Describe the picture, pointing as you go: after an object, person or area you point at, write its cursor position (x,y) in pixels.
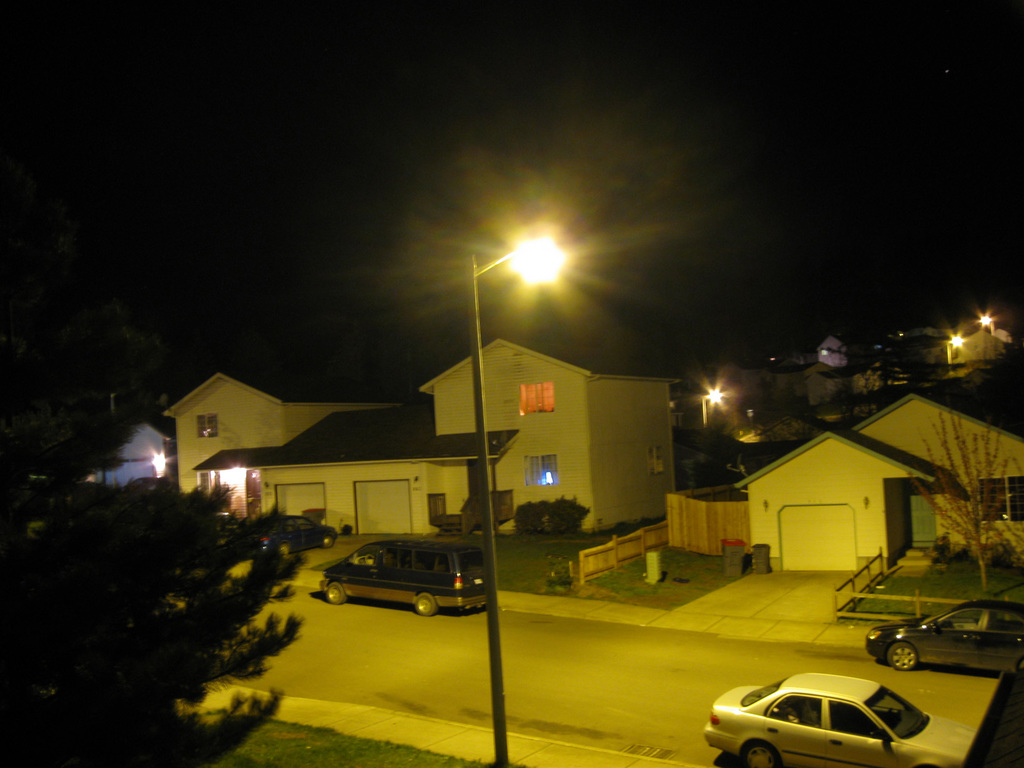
In this image I can see in the middle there is a street lamp (491,614). On the left side (127,560) there are trees (127,560), at the bottom (460,593) there are few cars (786,703) and there are houses (1009,537). At the top (237,156) it is the sky (232,160) in the nighttime.
